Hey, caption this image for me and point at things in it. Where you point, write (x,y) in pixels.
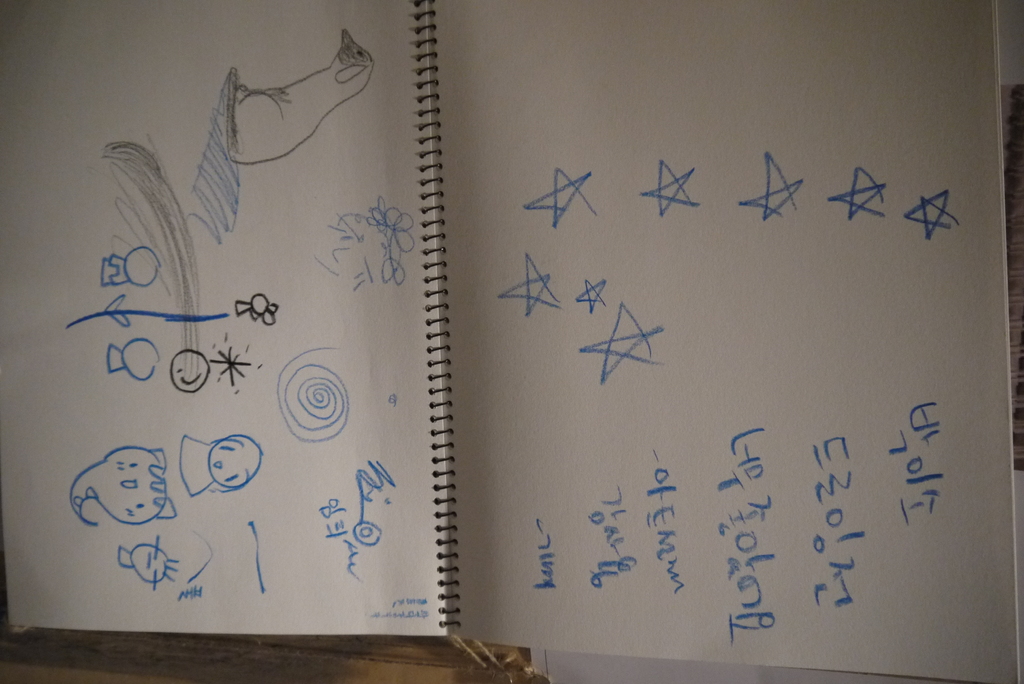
In this picture I can see there are diagrams (260,454) and writing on the papers (276,338).
